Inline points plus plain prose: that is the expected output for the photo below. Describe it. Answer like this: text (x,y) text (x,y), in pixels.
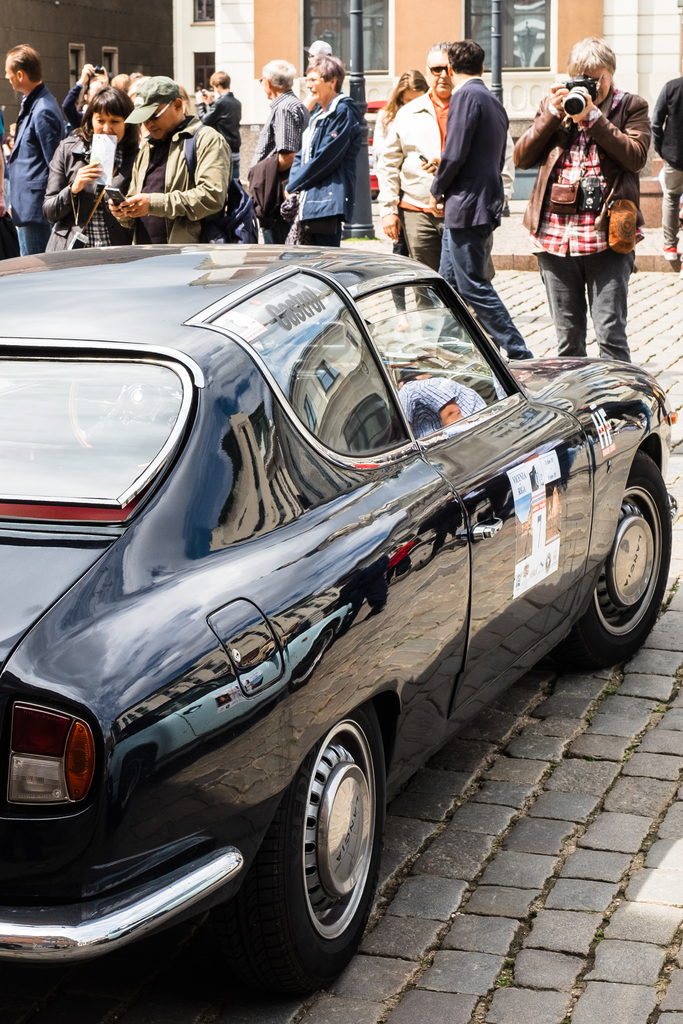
In this picture we can see a vehicle (446,624), people (557,309) on the ground (533,323) and one person (564,303) is holding a camera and in the background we can see a building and some objects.
